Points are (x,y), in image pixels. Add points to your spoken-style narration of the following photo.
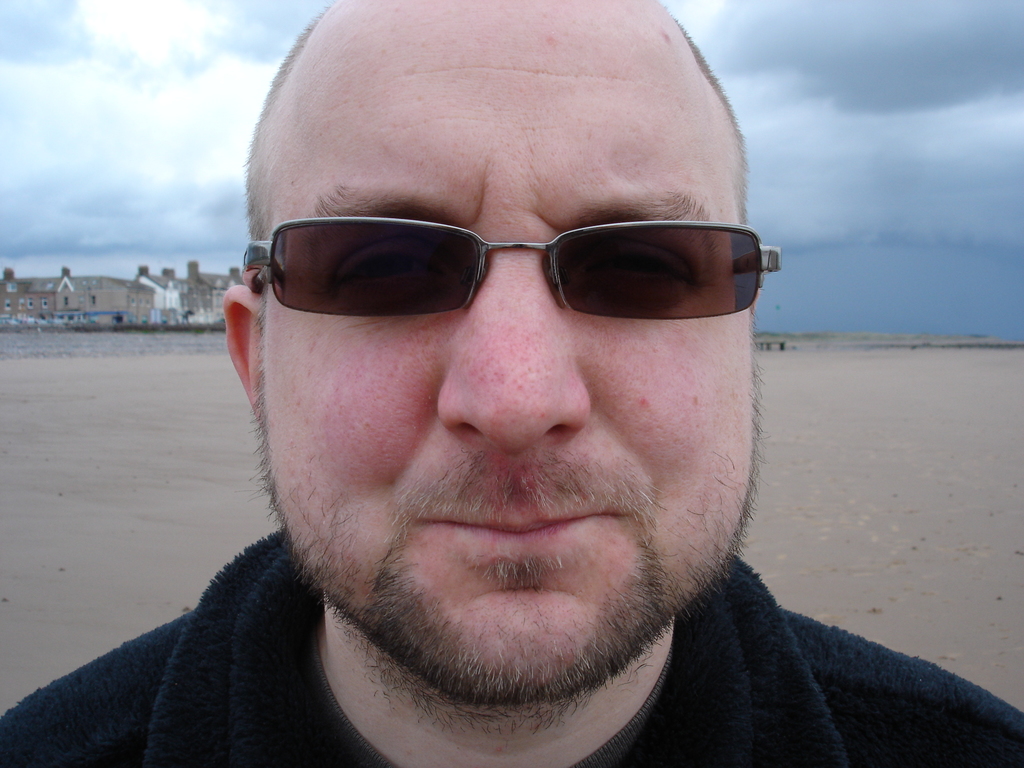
In this picture there is a person (367,534) with black jacket (786,650) and goggles (339,305) is standing the foreground (744,738). At the back (103,316) there are buildings (58,278). At the top (149,244) there is sky (250,63) and there are clouds (981,121). At the bottom (968,527) there is sand (941,494).
